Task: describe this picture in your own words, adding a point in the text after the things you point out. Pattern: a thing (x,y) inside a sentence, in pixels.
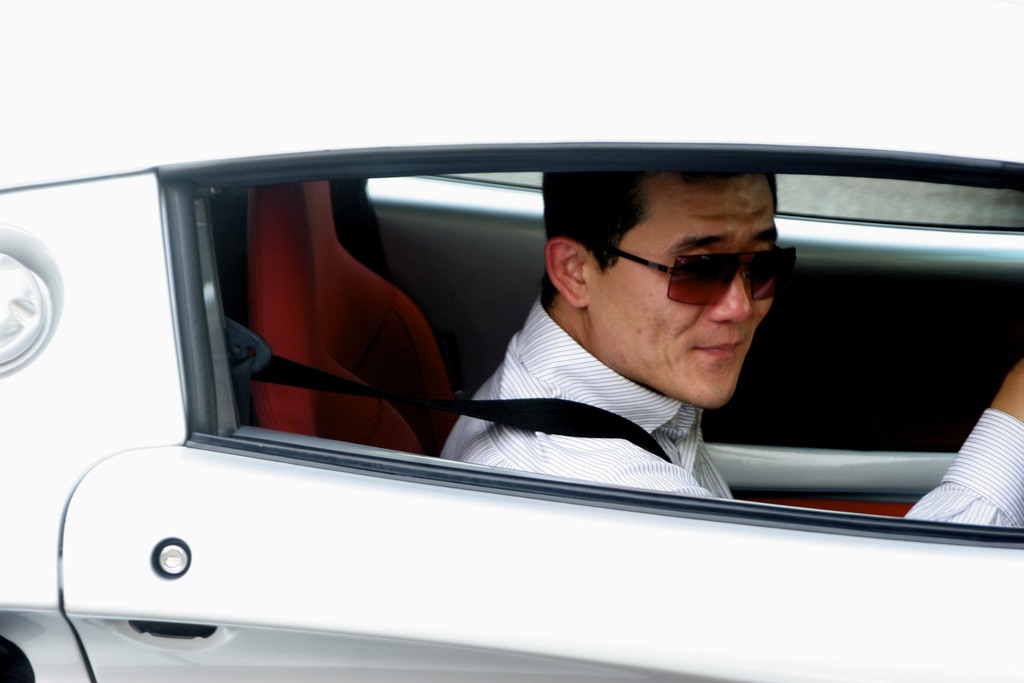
In this image there is a man (665,236) wearing a goggles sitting inside the car (262,357).
